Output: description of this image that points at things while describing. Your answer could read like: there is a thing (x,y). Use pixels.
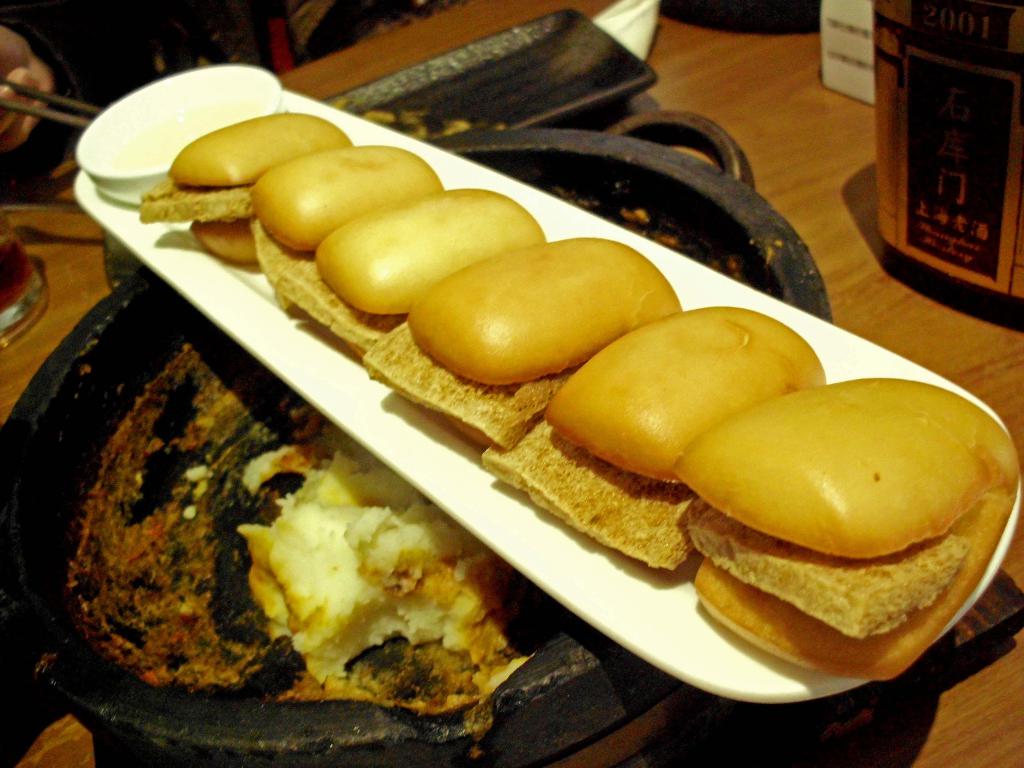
In the foreground of this image (536,175), on a white tray (322,364), there are bread pieces (300,215) and a bowl (188,119) which is placed on a black bowl (588,654) which is having some food (381,595) in it. In the background (944,100), there are objects (919,70) like, bottle (889,152), glass (10,285), a black platter like an object (549,82), chopsticks (76,124) are on the table (766,85).
